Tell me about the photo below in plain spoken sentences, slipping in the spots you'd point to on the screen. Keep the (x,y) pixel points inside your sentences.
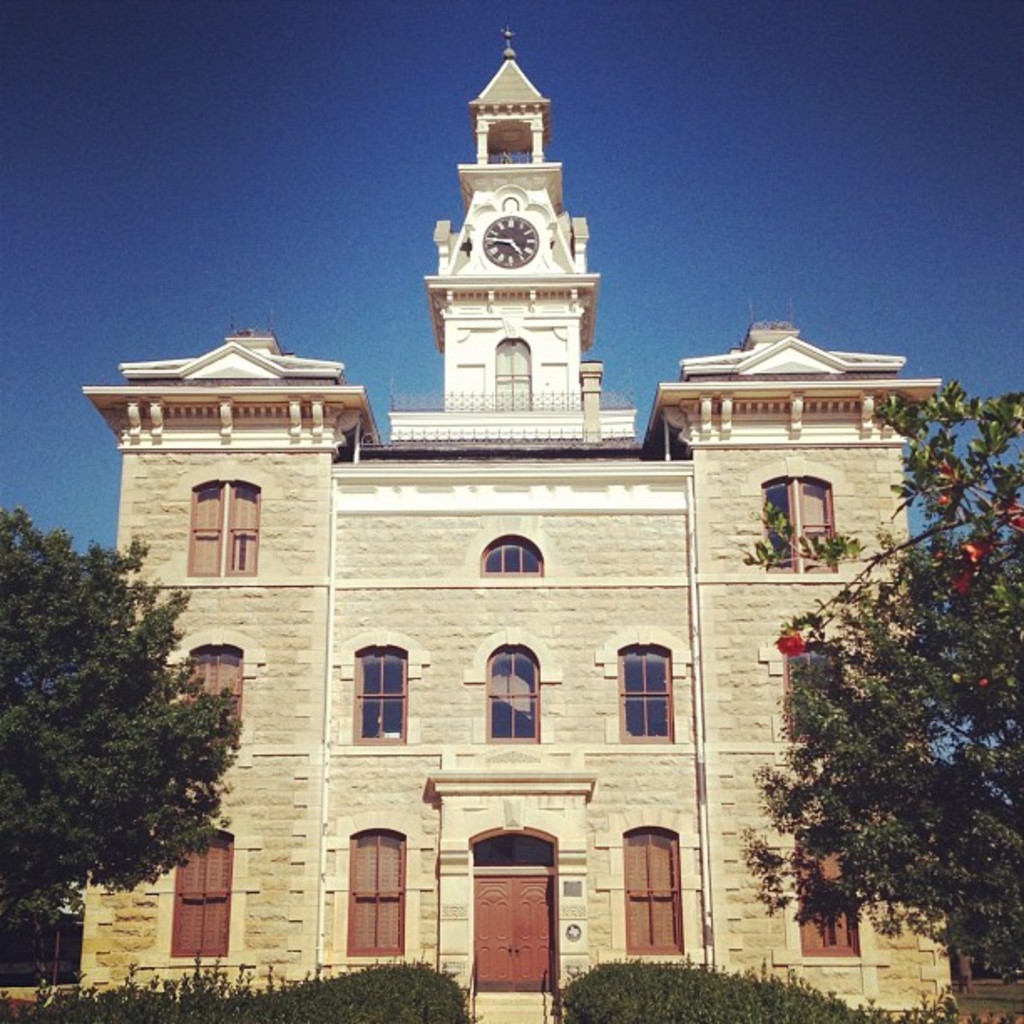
In the middle of the image (597,592) we can see a building (585,668), and we can find few trees (80,695), shrubs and flowers (963,577), and also we can see a clock (508,229) on the building (488,215).
